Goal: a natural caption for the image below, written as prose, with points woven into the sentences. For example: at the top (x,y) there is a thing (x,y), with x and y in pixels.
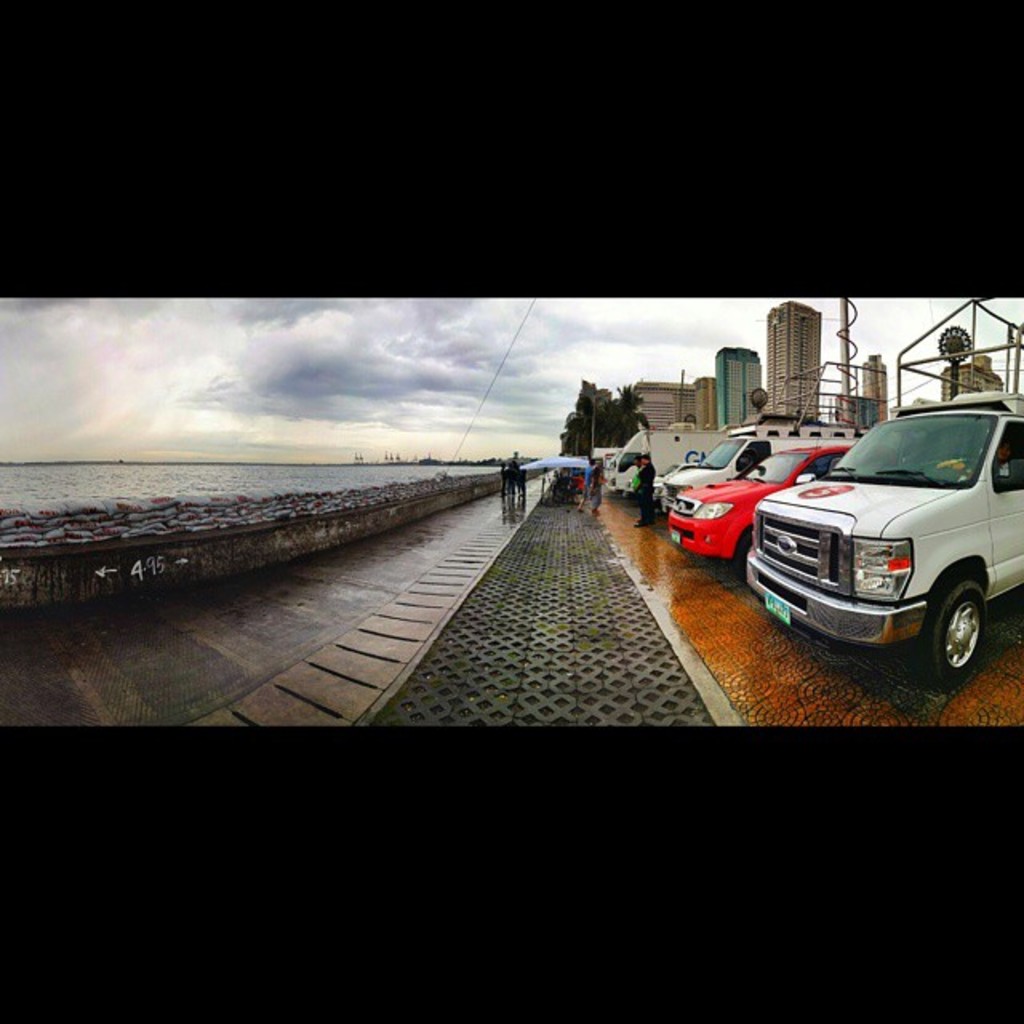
On the right side (860,530), we see vehicles (770,473) parked on the road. Beside that, we see people (640,514) are standing. We see people (572,496) are sitting under the blue tent (581,459). On the left side (272,535), we see a wall (289,535) and water (133,473). This water (237,489) might be in the lake (214,479). There are trees (586,421) and buildings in the background (609,412). At the top (356,329), we see the sky (395,396). This picture might be an edited image. At the top (380,128) and the bottom of the picture (568,872), it is black in color.
